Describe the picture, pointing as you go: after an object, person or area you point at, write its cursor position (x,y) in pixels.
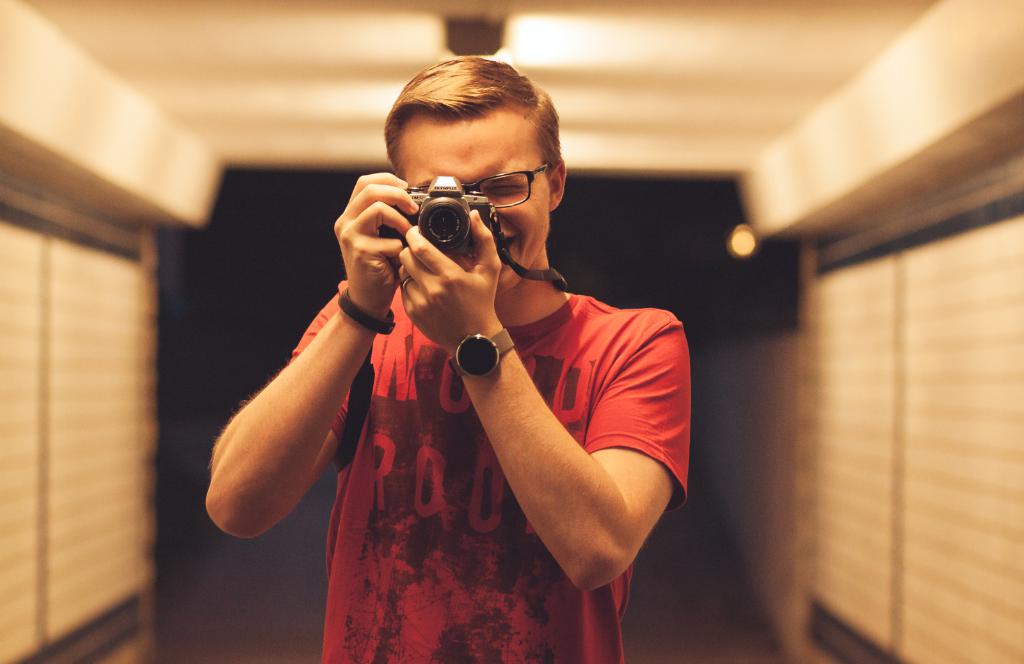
This picture a man (526,105) holding a camera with both of his hands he is smiling and in the backdrop (185,217) there is a wall (826,550).
